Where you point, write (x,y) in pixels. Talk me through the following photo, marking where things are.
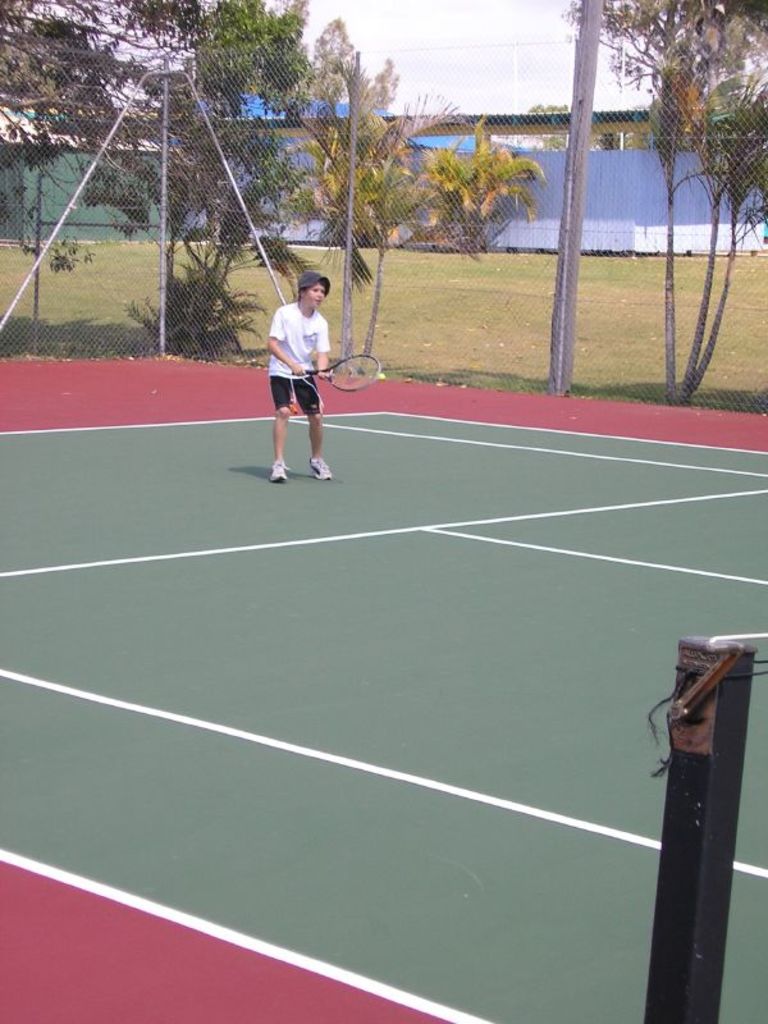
In this image we can see a boy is standing on the court (422,452) and holding a tennis bat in his hand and on the right side (717,768) there is a pole (718,832). In the background (134,312) we can see a fence (104,214), poles (88,174), trees (10,63), grass (460,303) on the ground (519,281), metal sheet (298,166) as fence (407,233), roof (409,139) and sky (401,103).
